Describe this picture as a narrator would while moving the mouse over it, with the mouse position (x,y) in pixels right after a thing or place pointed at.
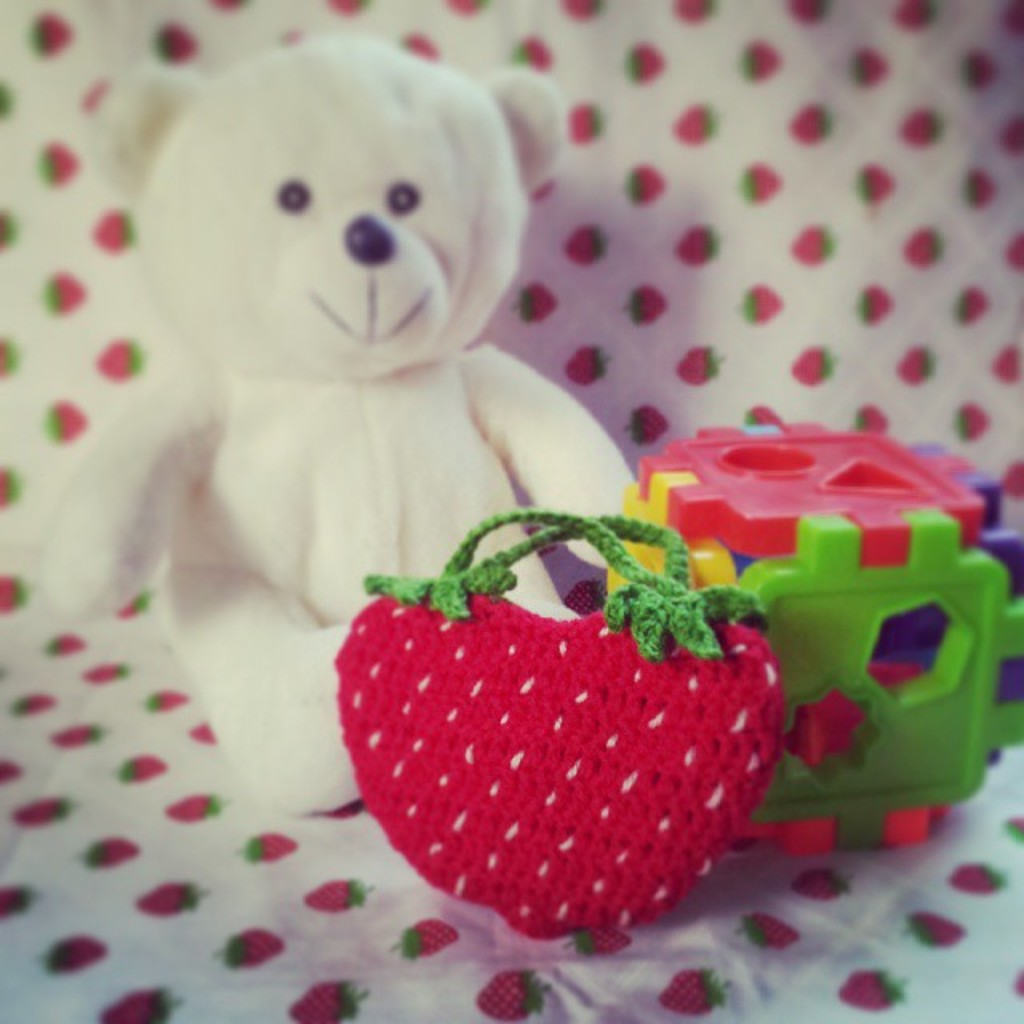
In this picture I can see a teddy (426,548), some toys (601,682) are placed on the cloth (115,692).
